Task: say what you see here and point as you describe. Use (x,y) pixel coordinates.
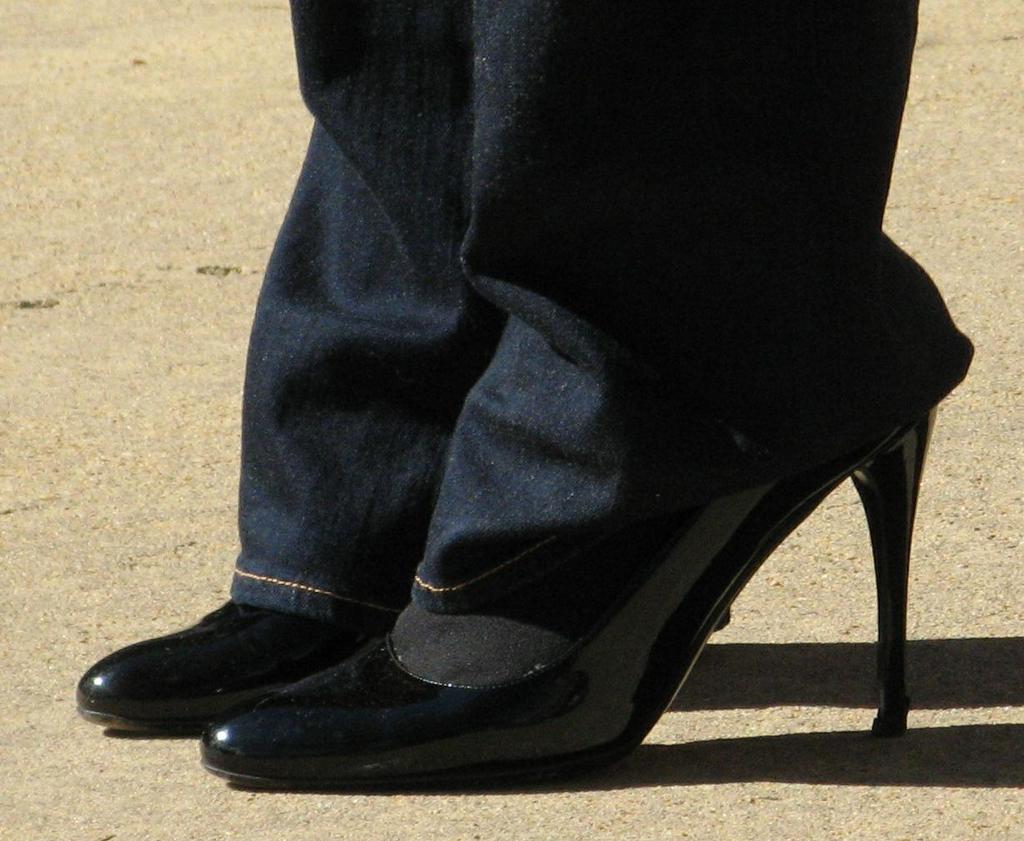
In this image I can see a person legs (454,437) and a black color shoes (426,725).
